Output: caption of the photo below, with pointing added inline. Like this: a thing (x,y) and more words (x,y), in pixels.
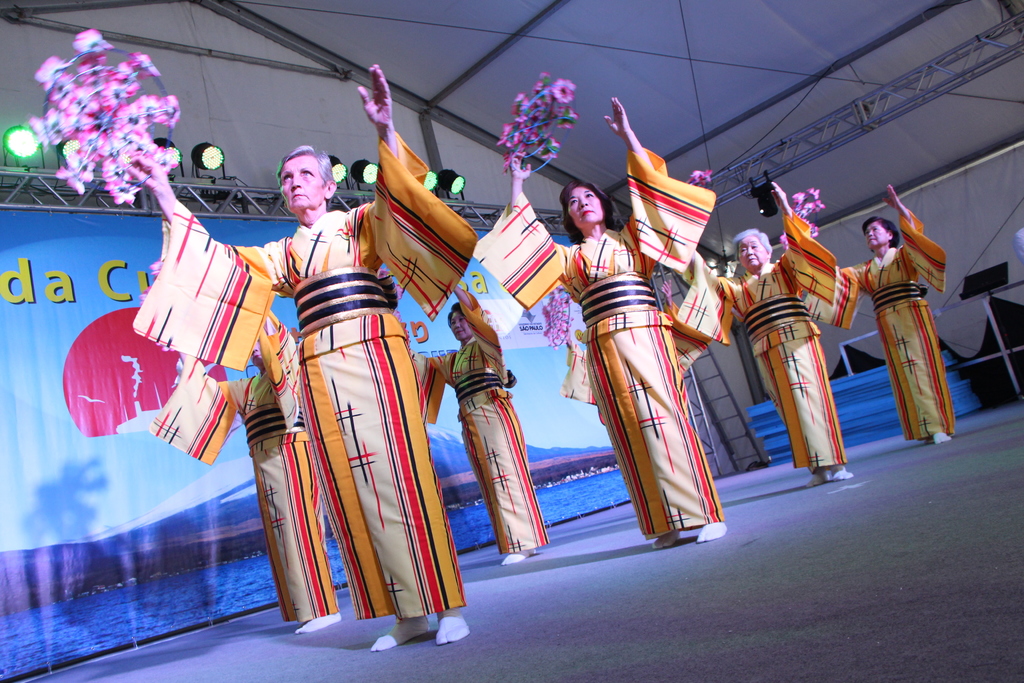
In this image there are a few people (606,336) standing by holding some objects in their hands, behind them there is a banner (263,230), above the banner (91,336) there is a metal rod (559,232) with focus lights (375,176), at the top of the image (450,51) there is a tent (481,47) supported with metal rods (819,124), behind them there are a few objects (852,404).
